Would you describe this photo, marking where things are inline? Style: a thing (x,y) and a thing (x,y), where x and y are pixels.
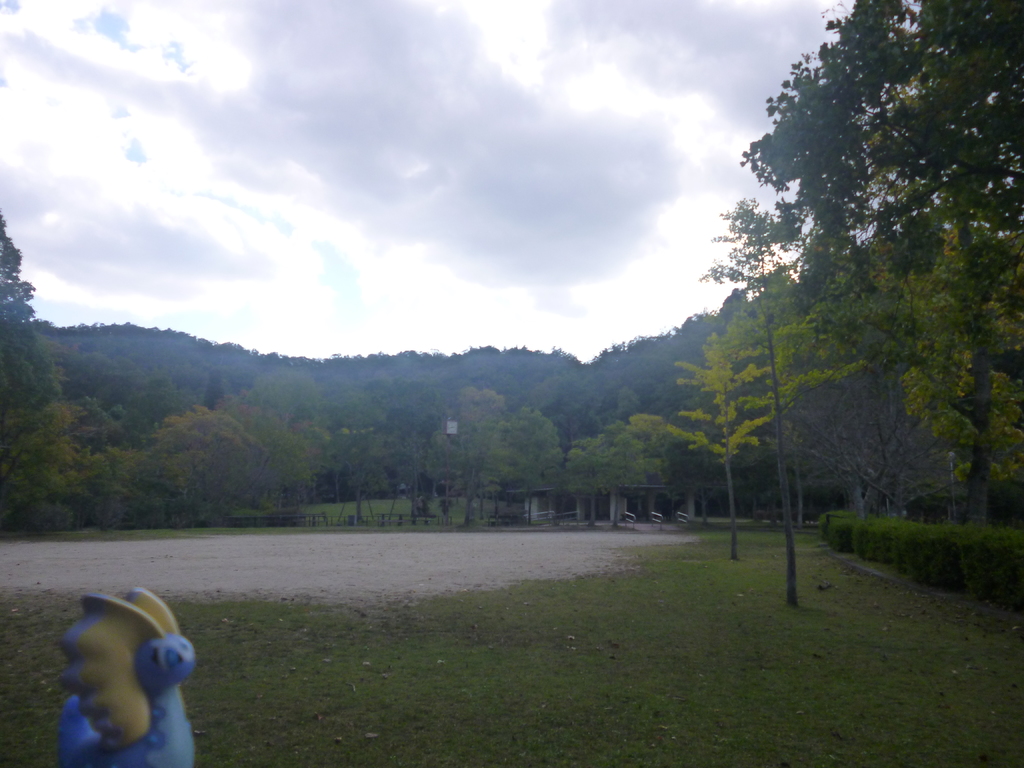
In this picture we can see trees (470,467), pillars (620,493) and a shelter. On the right side of the picture (891,556) we can see bushes (893,560). At the bottom portion of the picture (165,614) we can see grass (9,651) and an object (112,752). In the background (130,142) we can see the sky (578,135).
